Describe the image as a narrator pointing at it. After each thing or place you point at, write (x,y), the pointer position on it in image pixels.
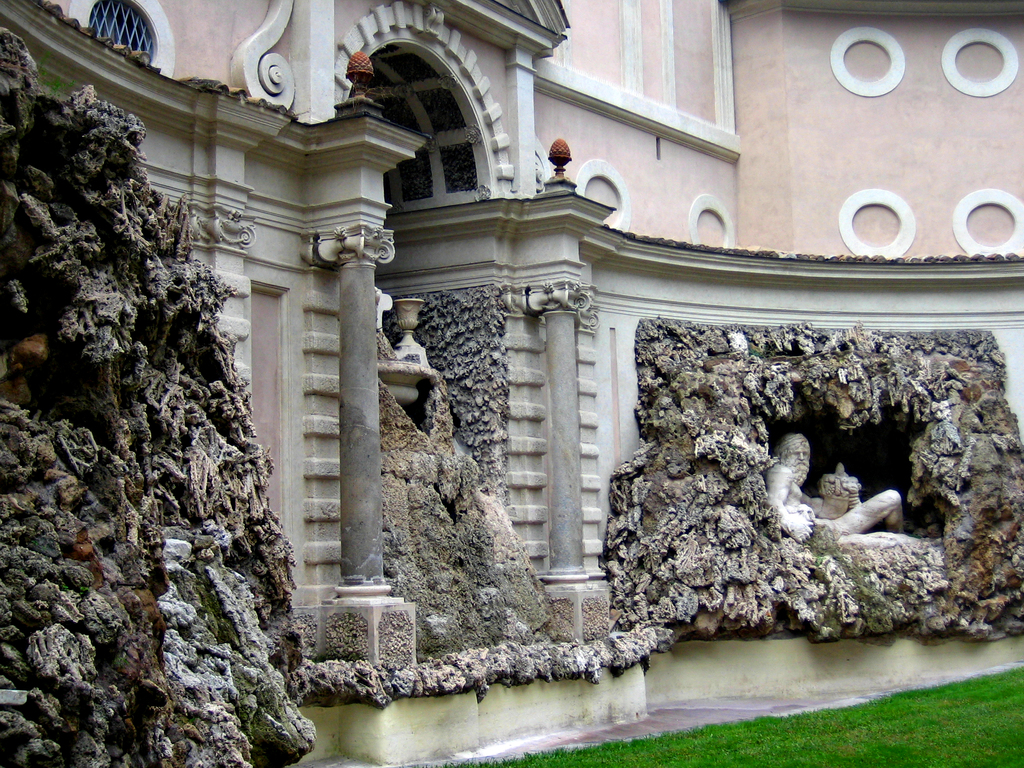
In this picture I can see a sculpture (811,510), there is grass (897,698) and there is a building (594,462) with pillars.
